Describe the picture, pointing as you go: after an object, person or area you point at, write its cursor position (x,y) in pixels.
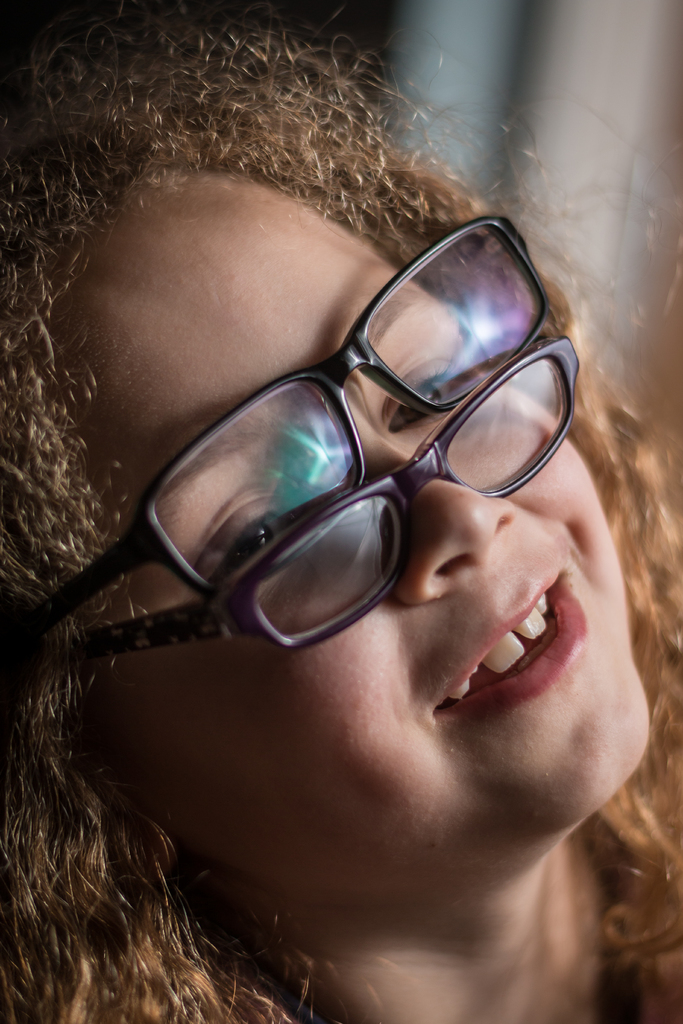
Background (580,122) portion of the picture is blur. In this picture we can see a girl (495,782) with a curly hair (305,117). She wore two pair of spectacles (326,450) and smiling.
